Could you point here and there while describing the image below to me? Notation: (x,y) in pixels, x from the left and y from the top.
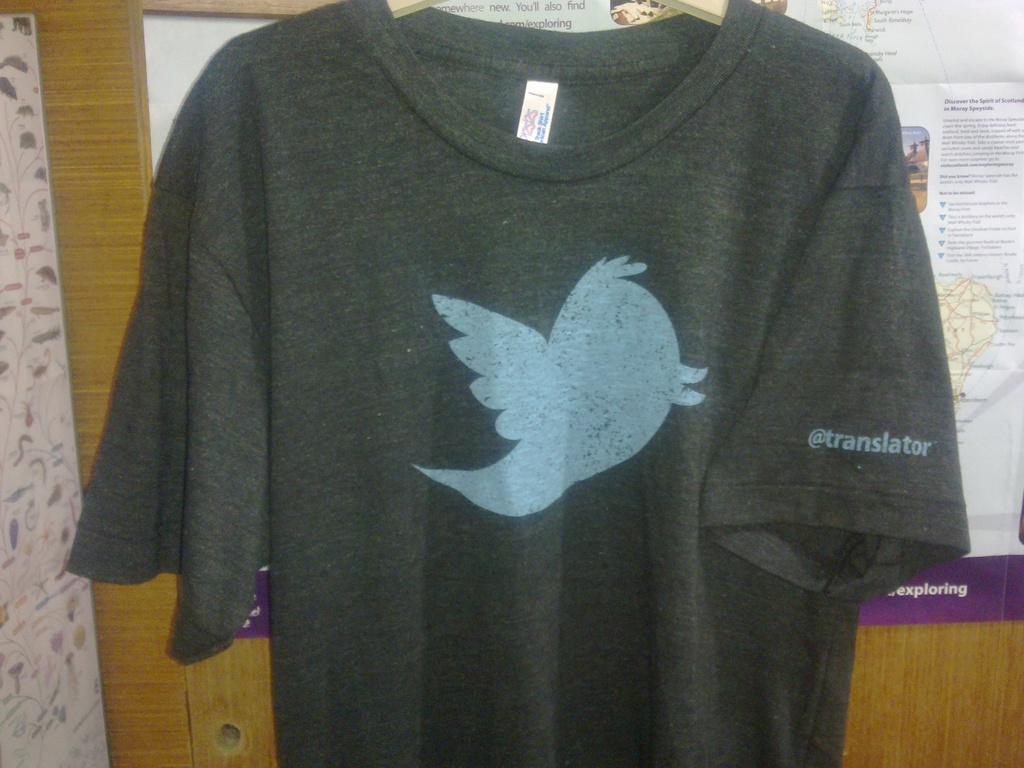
In this picture we can see a t shirt (710,587), on t shirt (751,599) we can see some design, text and in the background (932,210) we can see posters (13,568).
